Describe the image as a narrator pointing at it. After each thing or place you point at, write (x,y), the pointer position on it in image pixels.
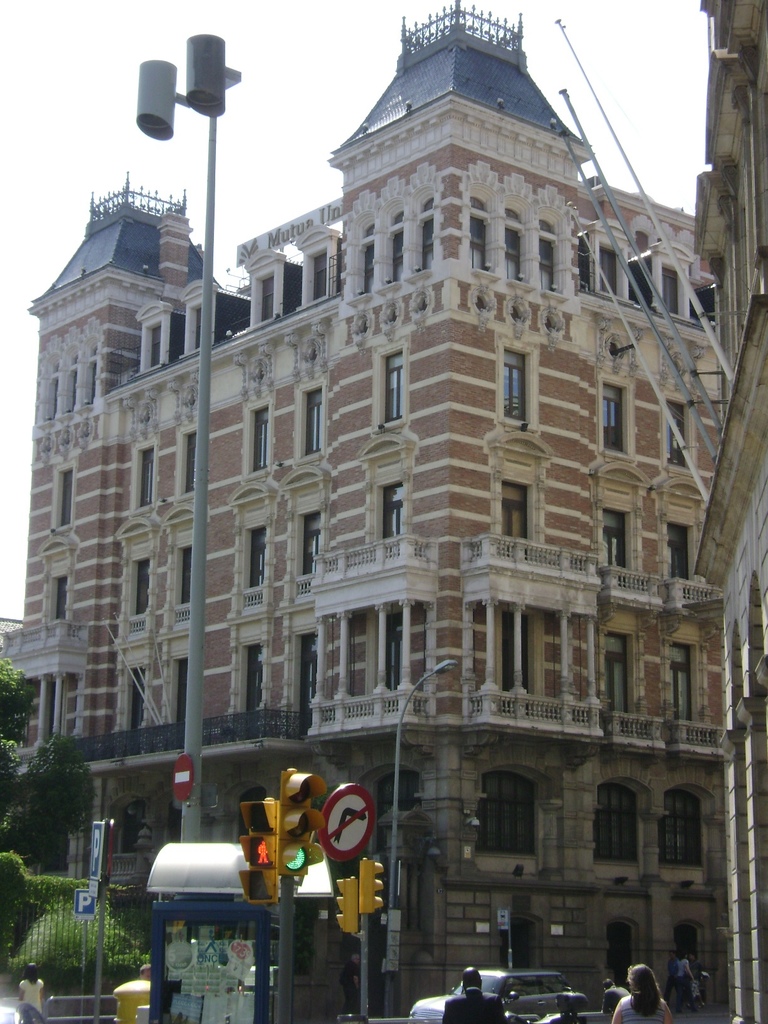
In this picture we can see a building (509,572) here, at the bottom (465,993) there are some people (628,1000) standing, we can see traffic lights (274,899) and a pole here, on the left side (52,805) there is a tree (31,789), we can see the sky (311,63) at the top of the picture (298,83).
